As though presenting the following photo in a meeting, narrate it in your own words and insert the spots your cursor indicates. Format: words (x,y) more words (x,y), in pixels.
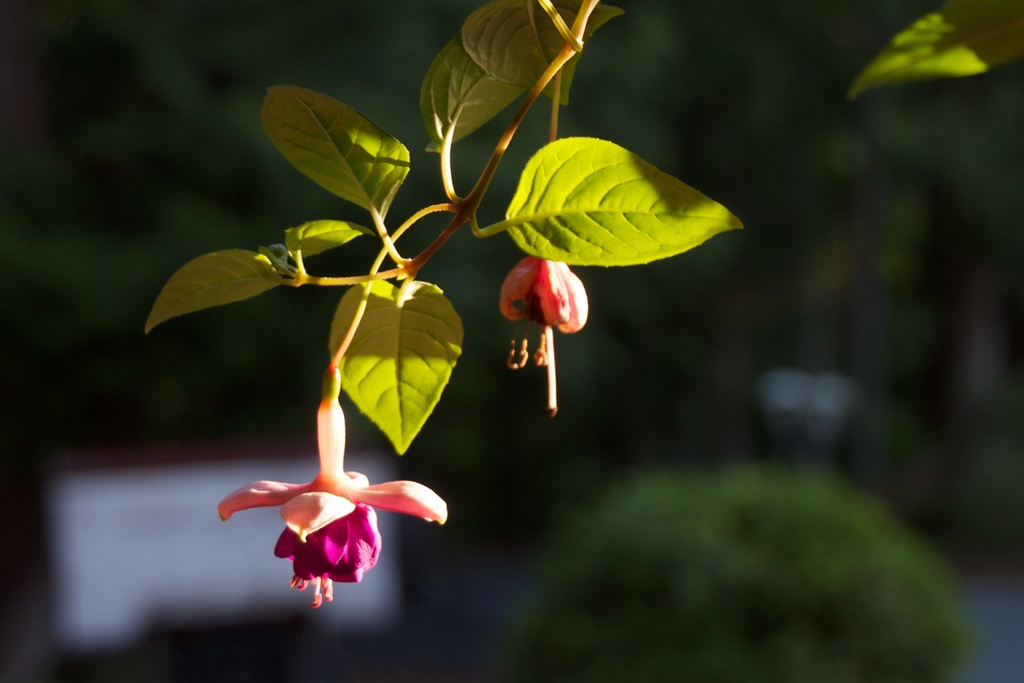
In this image, we can see flowers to a plant (465,197) and the background (867,335) is blurry.
